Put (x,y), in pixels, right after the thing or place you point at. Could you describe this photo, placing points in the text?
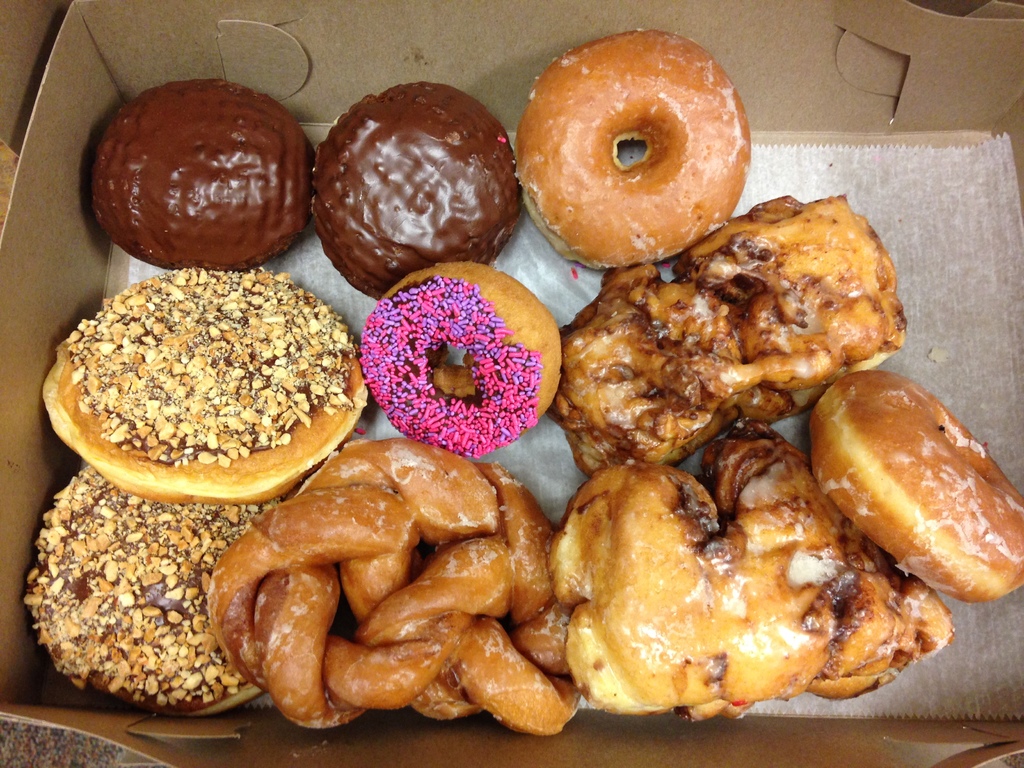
In this image there is a box (872,138), in that box (784,78) there are sweets (525,308).
